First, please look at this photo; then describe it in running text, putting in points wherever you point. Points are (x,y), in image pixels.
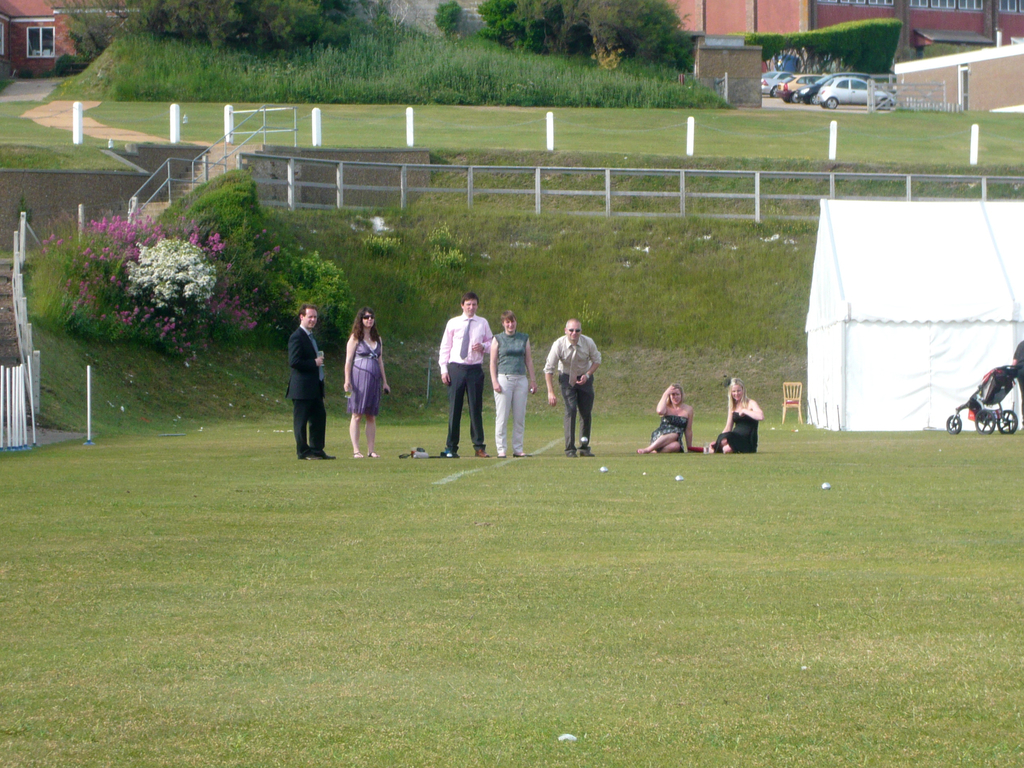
In this image I can see grass ground (390,557) and on it I can see few people (567,430) where few are sitting on ground (640,471) and rest all are standing. In the background (907,329) I can see a white colour tent (900,355), a chair (798,405), bushes (167,252), few poles (14,411), few trees (593,53), few buildings (51,38), few vehicles (825,89) and here I can see a black colour thing (974,418).
